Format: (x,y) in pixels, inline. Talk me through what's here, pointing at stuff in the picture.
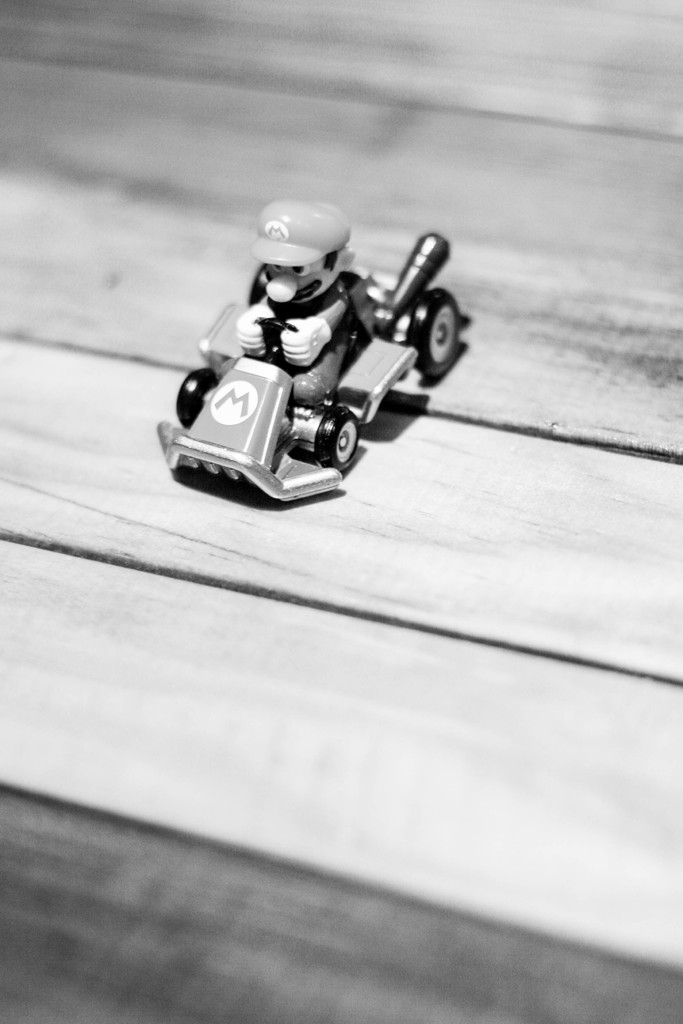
In this picture we can see a toy (267,254) of vehicle (357,410) riding a man (313,280) and this is on a wooden plank (478,214).
